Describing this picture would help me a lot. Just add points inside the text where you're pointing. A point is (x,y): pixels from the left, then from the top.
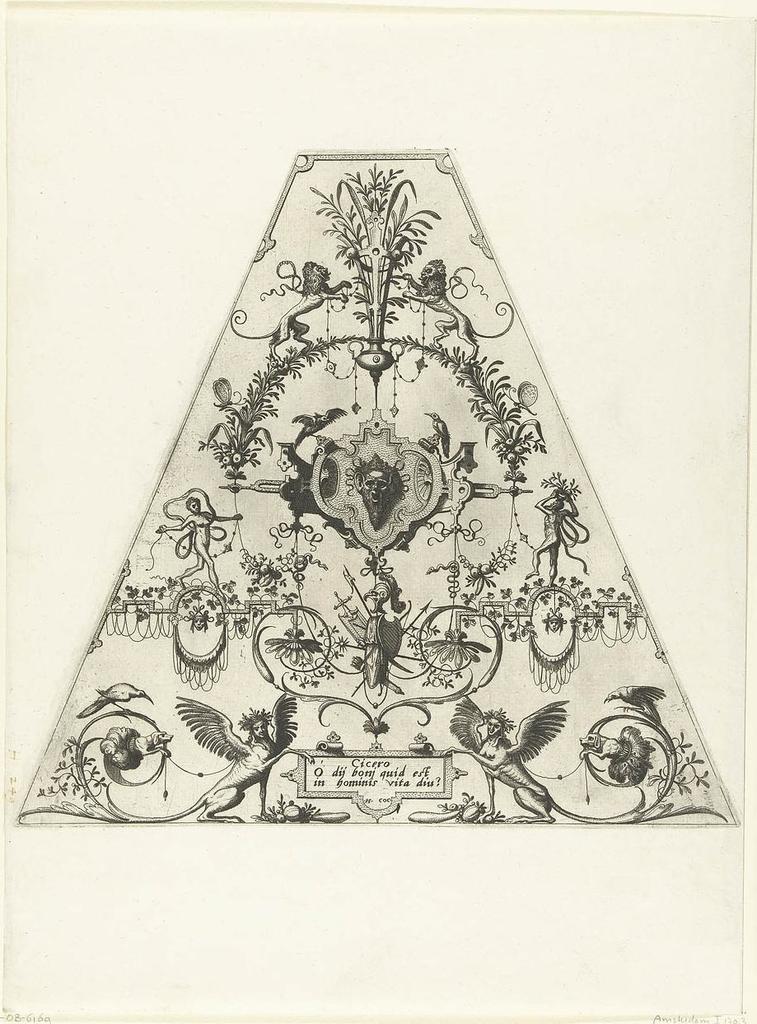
In this image I can see the art of an animal (291,330), birds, plant (321,666) and the statue (376,521) of persons face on the paper (338,537). I can also see the something is written on the paper (446,753).
